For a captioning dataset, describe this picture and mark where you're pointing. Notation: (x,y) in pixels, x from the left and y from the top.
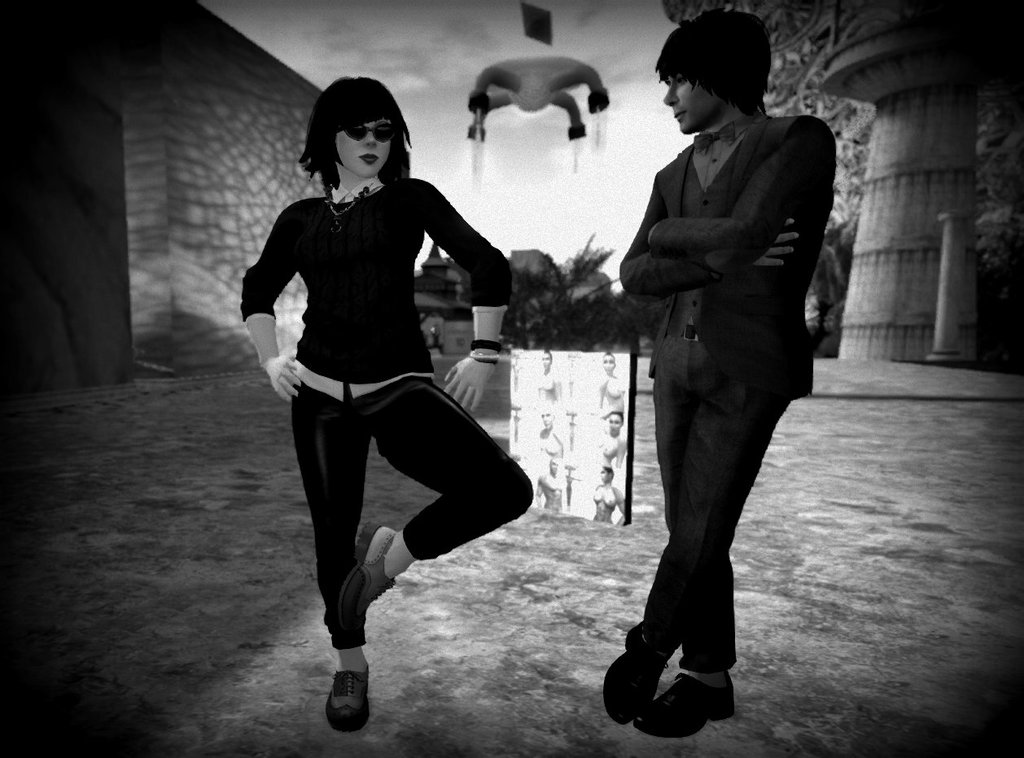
This is an animation, in this image there is one man (792,294) and one woman (492,303) standing, and in the background (551,383) there are buildings (123,227), plants (572,309), board (546,380). And at the top (555,76) there is some object (572,76), and at the bottom (869,593) there is walkway (888,558).
